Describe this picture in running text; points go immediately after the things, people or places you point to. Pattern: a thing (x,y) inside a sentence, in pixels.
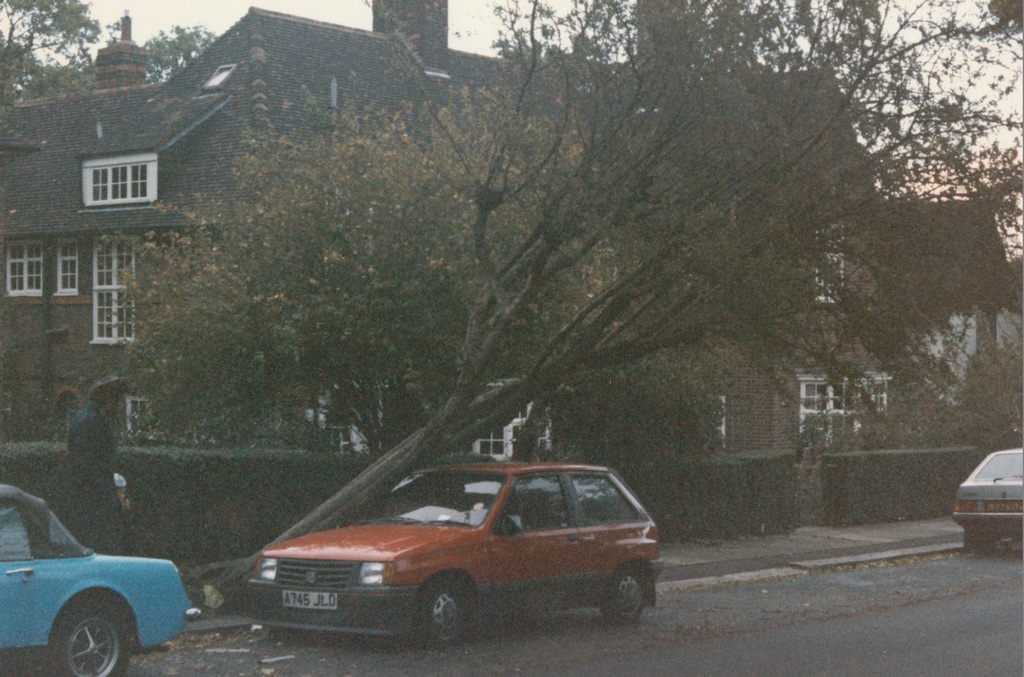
In this image we can see a few houses (490,451), there are some vehicles (435,577) on the road (1010,565), we can see a person (103,455) holding an object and walking, there are some windows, trees (680,294) and the wall (54,281), also we can see the sky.
